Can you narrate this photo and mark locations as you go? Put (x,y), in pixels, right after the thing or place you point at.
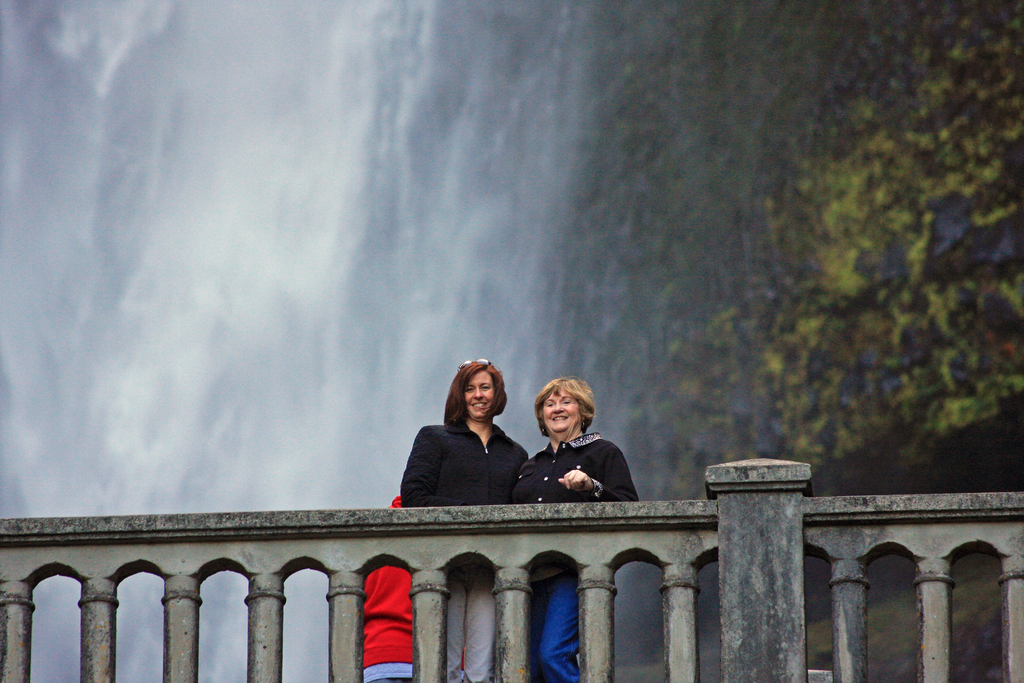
In this image we can see a fence (575,534) and behind the fence (597,527) we can see two women (556,428) standing and smiling. In the background (509,422) we can see the waterfalls (317,233).
